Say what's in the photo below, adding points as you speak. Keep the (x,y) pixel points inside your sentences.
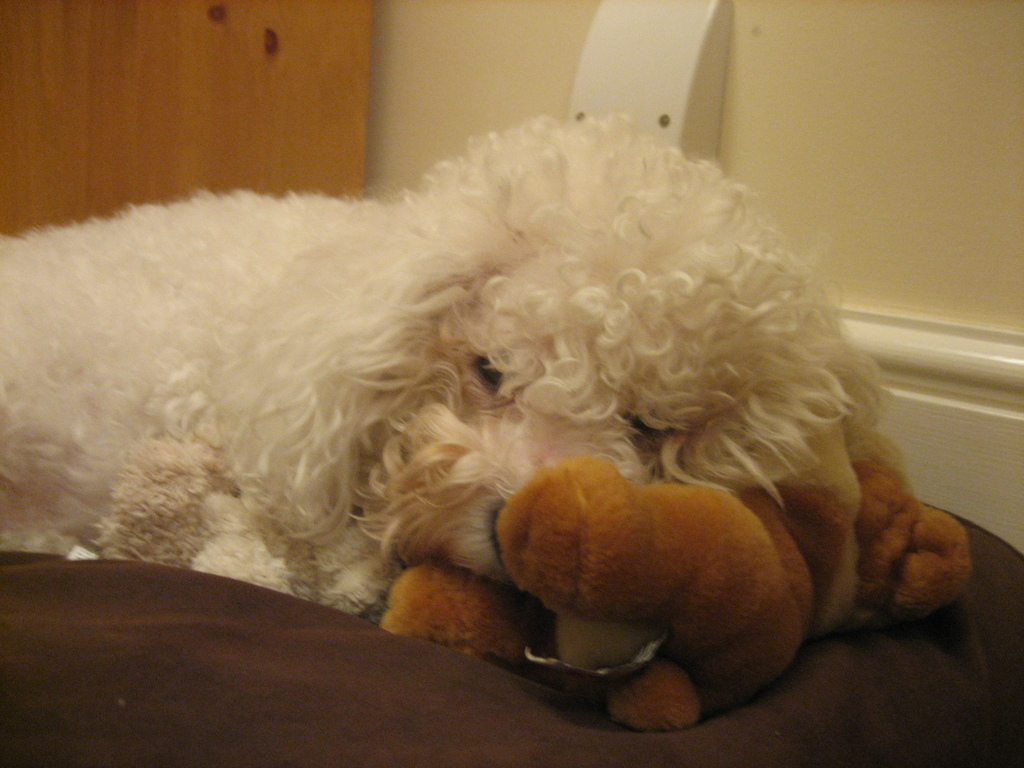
This image consists of a dog (87,470). In the front (607,537), we can see a doll (645,711). At the bottom (441,682), it looks like a dog bed (381,734). In the background (437,101), there is a door (134,61) and a wall (844,145).
